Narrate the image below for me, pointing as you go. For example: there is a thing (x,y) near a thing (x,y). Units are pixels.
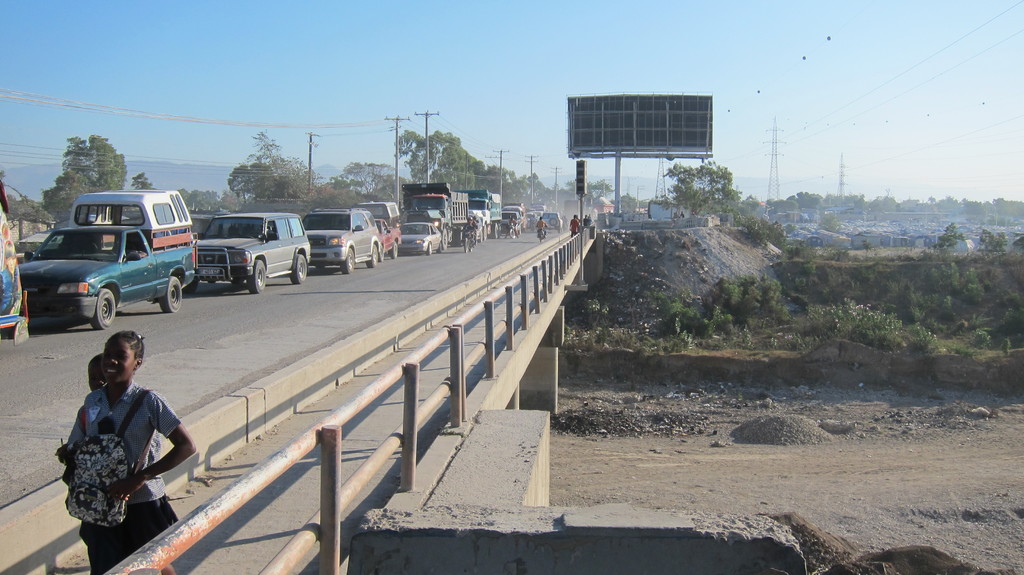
In this given image, We can see a bridge (185,468) and a boundary (329,473) which is build with an iron metal (342,481) and there is a huge traffic jam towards the left hand side (168,251), We can see couple of electrical poles (394,129) including wires (228,161), certain trees (445,165), mountains (180,170), sky (474,81) after that, We can see a hoarding (605,94), a traffic signal pole (583,181) and under the bridge (599,243), We can see an electrical towers (769,143) including wires (927,143), couple of trees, towards left bottom (187,442), We can see two children (155,438) carrying a bag (109,449) and walking.
